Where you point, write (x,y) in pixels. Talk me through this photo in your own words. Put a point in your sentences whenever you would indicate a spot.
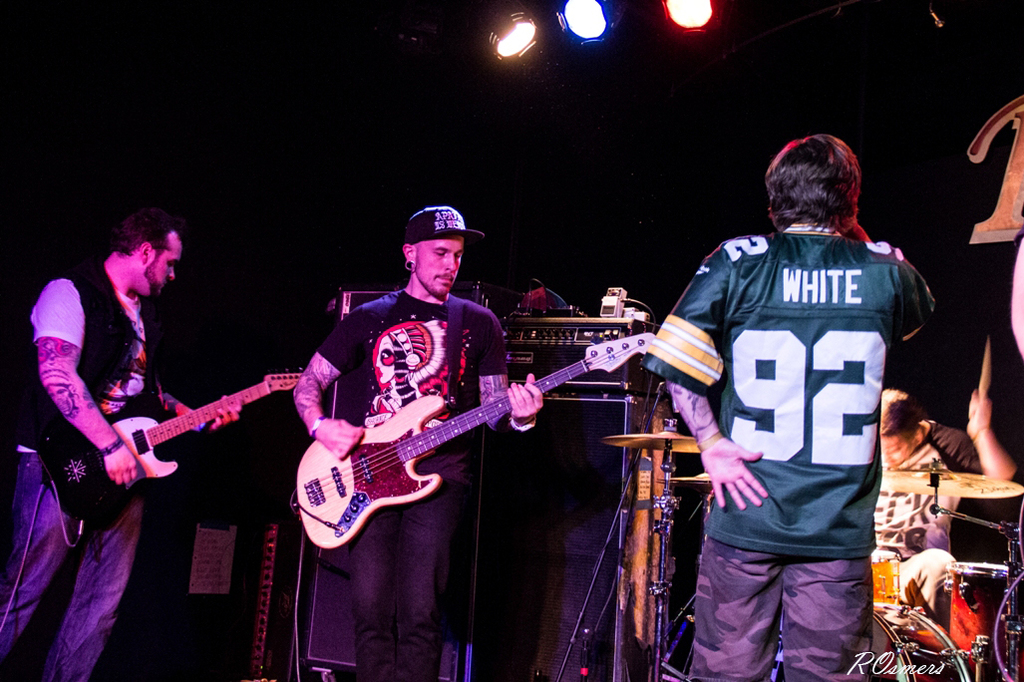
These 2 persons (128,552) are standing and playing a guitar (374,449). This is speaker (595,523). This man (911,429) is sitting and playing these musical instruments (881,567). On top (513,35) there are focusing lights (608,10). Front this man (828,350) is standing and wore shirt (830,306).
